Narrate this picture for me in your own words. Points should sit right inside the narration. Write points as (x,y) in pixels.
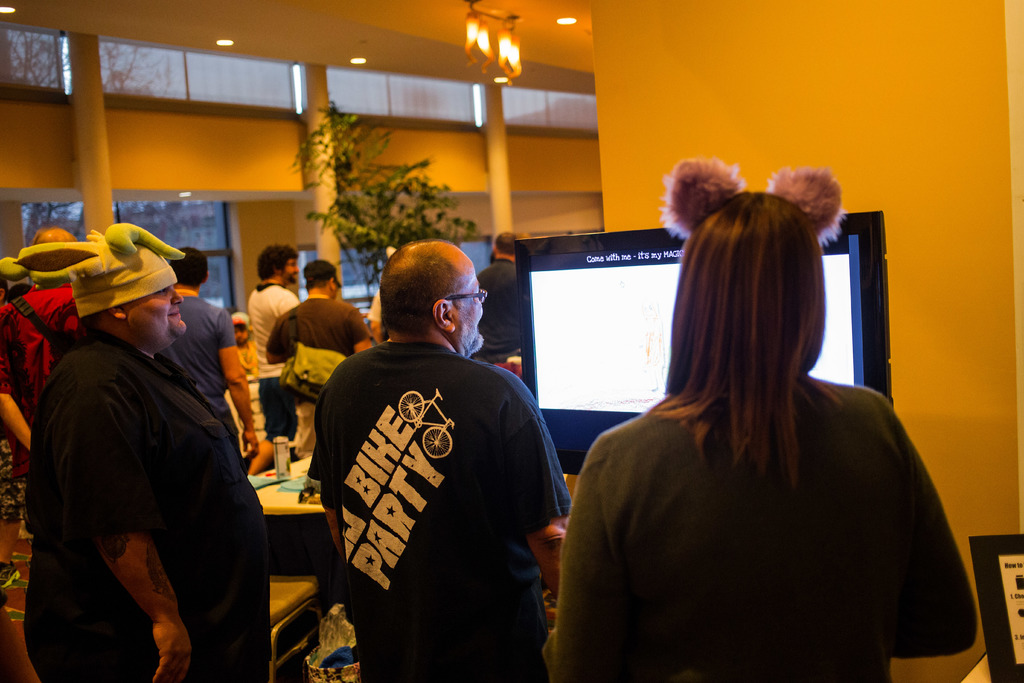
Here in this picture we can see number of people (266,448) standing over a place and in the front (561,297) we can see a television (558,331) present on a table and the person (147,334) on the left side (109,282) is wearing a cap (92,282) on him and we can also see a table (300,487), on which we can see some tins (284,458) and papers (261,481) present and we can see a plant (374,230) also present and we can see lights (469,43) present on the roof (352,53) and through the glass windows (141,212) we can see trees (34,80) present outside.
